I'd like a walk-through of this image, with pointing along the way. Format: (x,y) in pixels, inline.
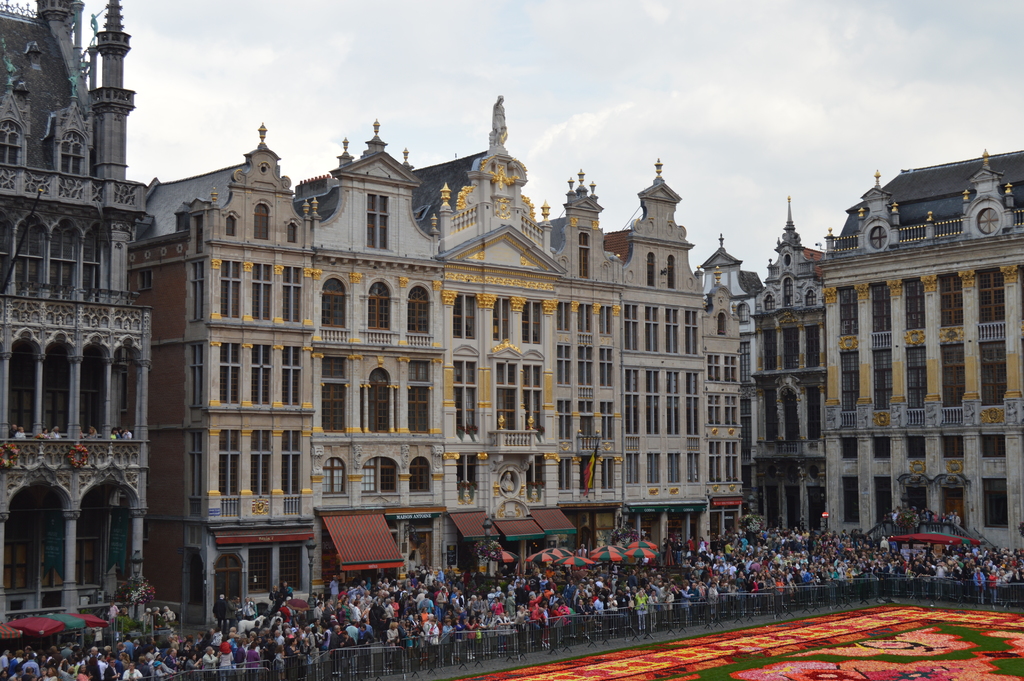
In this image there are many people (828,572) in front of buildings (400,354). These are barricade (573,634). This is a carpet (797,643). There are few umbrellas (102,621) in front of the buildings (601,528). The sky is cloudy.
